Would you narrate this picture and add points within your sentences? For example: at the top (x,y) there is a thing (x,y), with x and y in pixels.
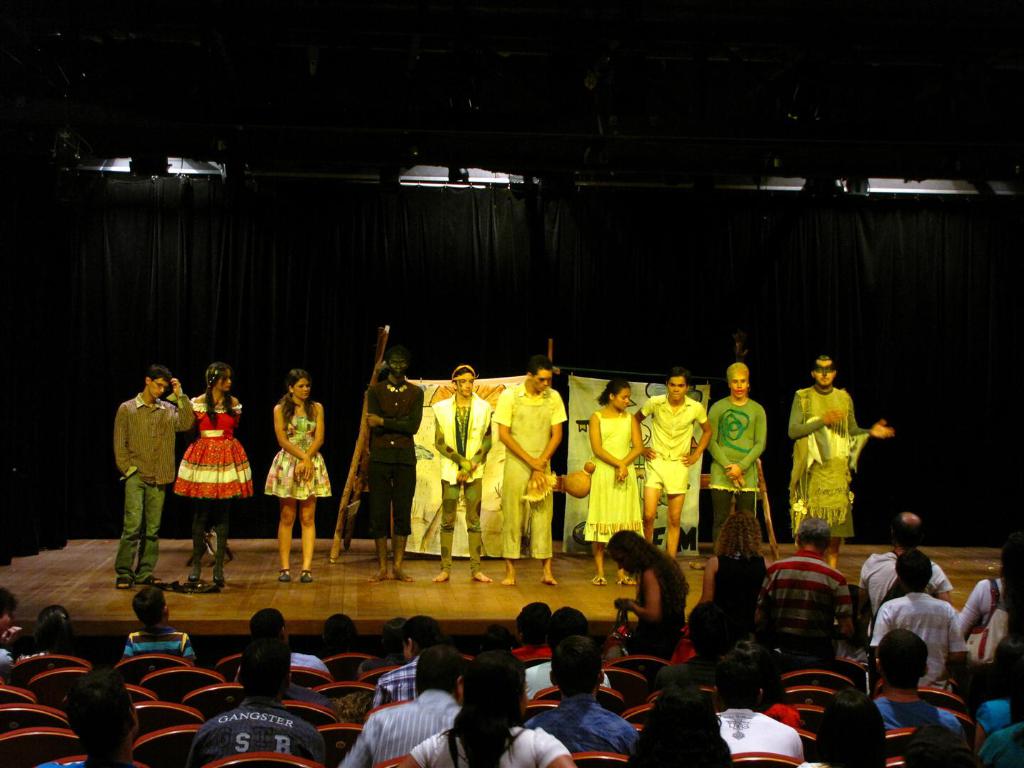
In this image I can see group of people (696,737) among them some are standing on the stage (371,583), some are sitting on chairs (322,706) and here I can see some people (820,590) are standing. The background of the image (489,253) is dark. Here I can see some lights (941,187) and banners (573,439) on the stage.
